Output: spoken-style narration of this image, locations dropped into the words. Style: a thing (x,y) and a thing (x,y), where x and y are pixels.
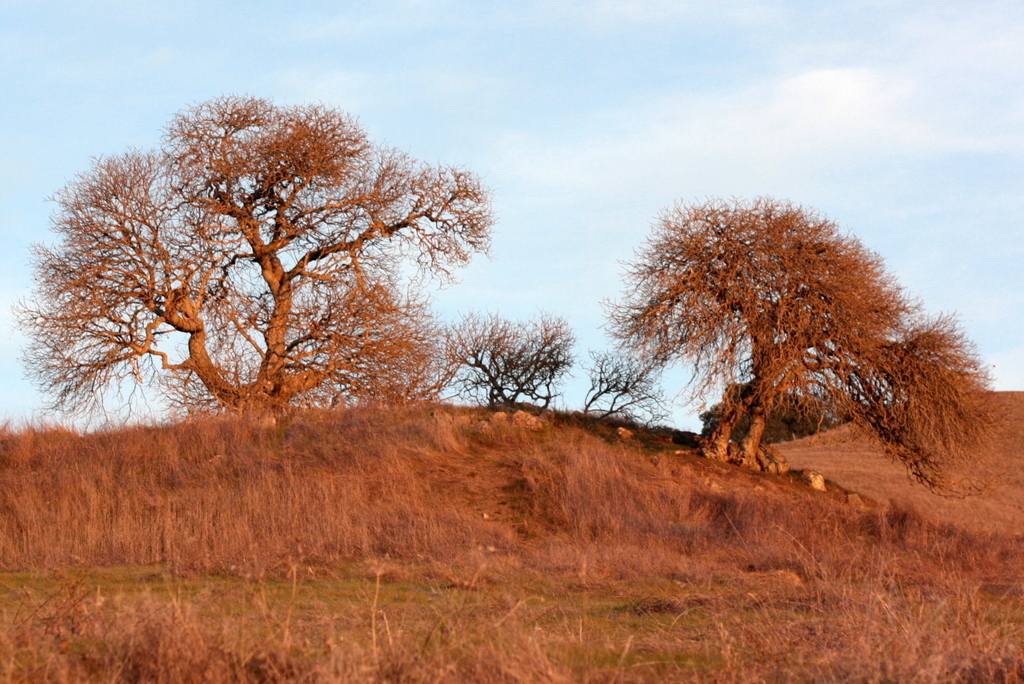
In this image at the bottom (449,593) there is grass (589,548) and some plants (838,548), in the background (425,359) there are some trees (868,382) and some rocks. At the top (562,120) there is sky (517,170).
